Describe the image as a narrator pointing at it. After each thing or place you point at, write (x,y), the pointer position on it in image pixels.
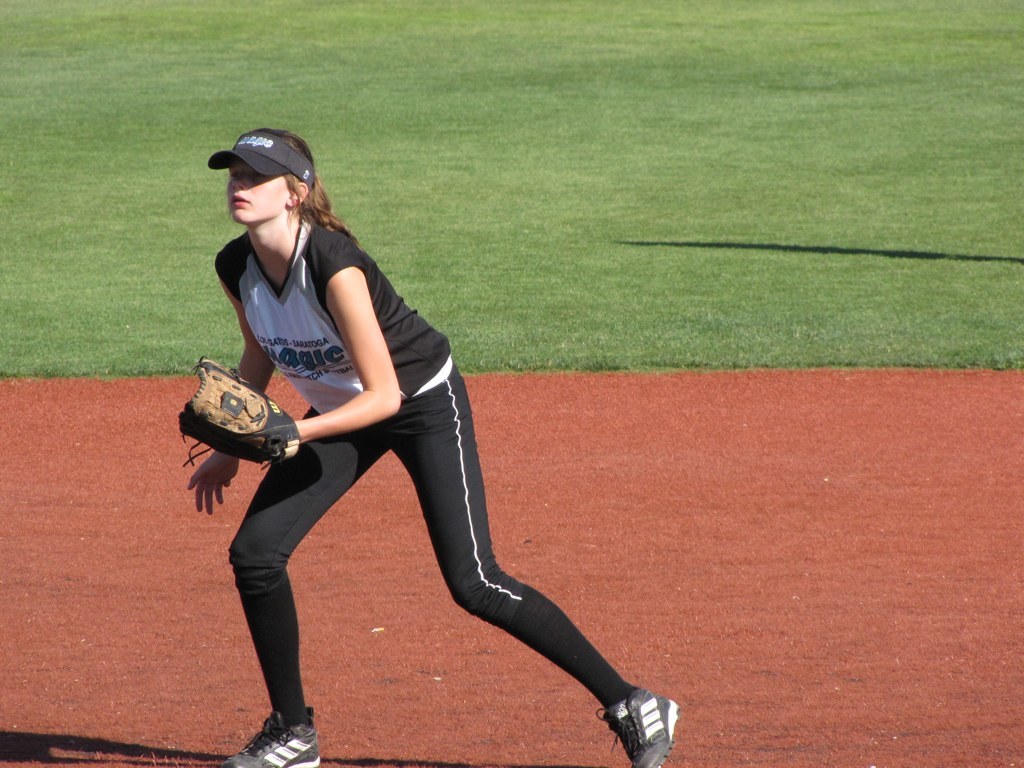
Here we can see a woman (652,736) on the ground (454,673). She wore a glove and a cap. In the background (244,230) we can see grass (805,252).
